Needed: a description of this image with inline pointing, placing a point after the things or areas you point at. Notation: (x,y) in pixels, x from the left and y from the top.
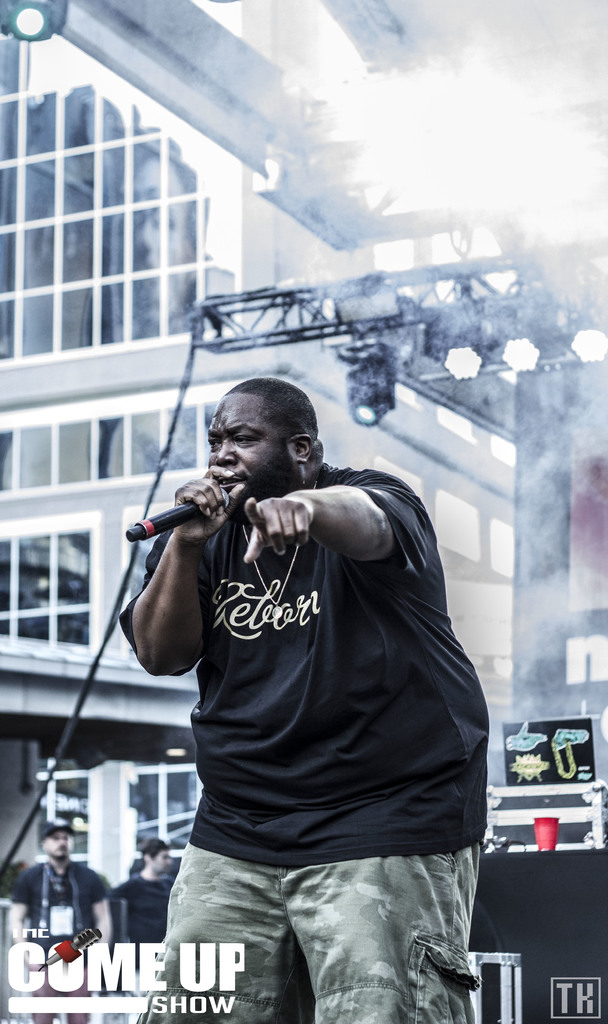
In this image I can see a man (223,673) wearing black t shirt (363,740) and also holding a mic (210,510). In the background (376,394) I can see few more people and few lights (372,404).
